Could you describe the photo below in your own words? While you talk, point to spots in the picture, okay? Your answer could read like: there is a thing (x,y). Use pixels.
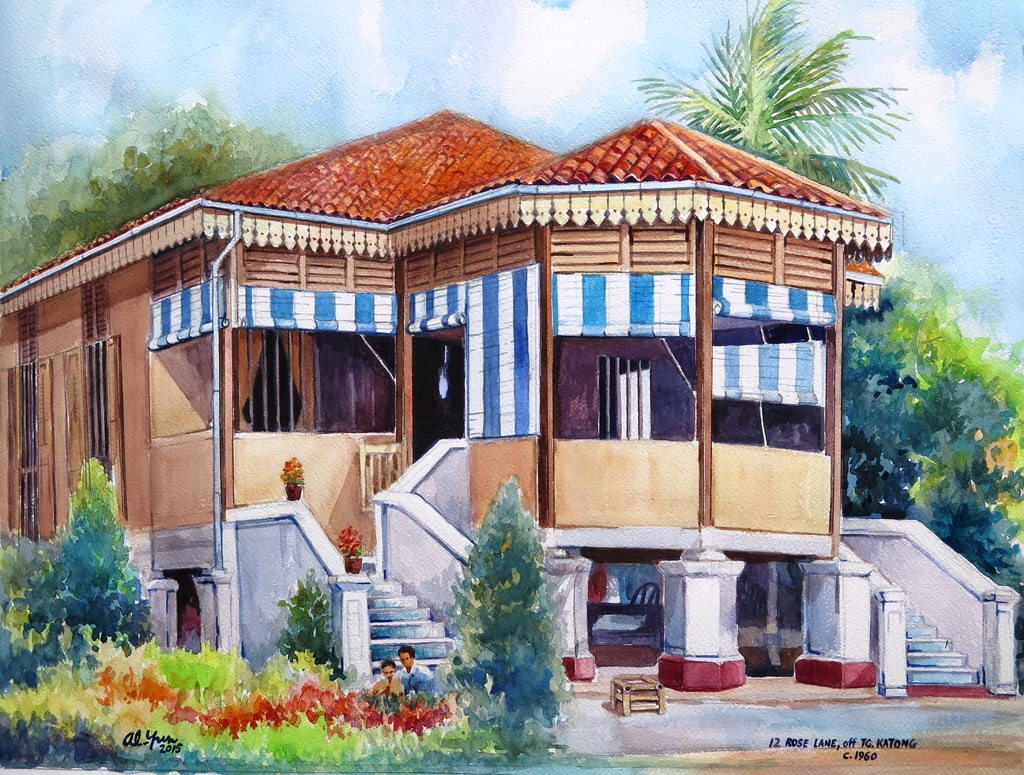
In the picture there is a painting (433,207) of a beautiful house (286,254) and around the house (367,162) there are many trees (33,581).
